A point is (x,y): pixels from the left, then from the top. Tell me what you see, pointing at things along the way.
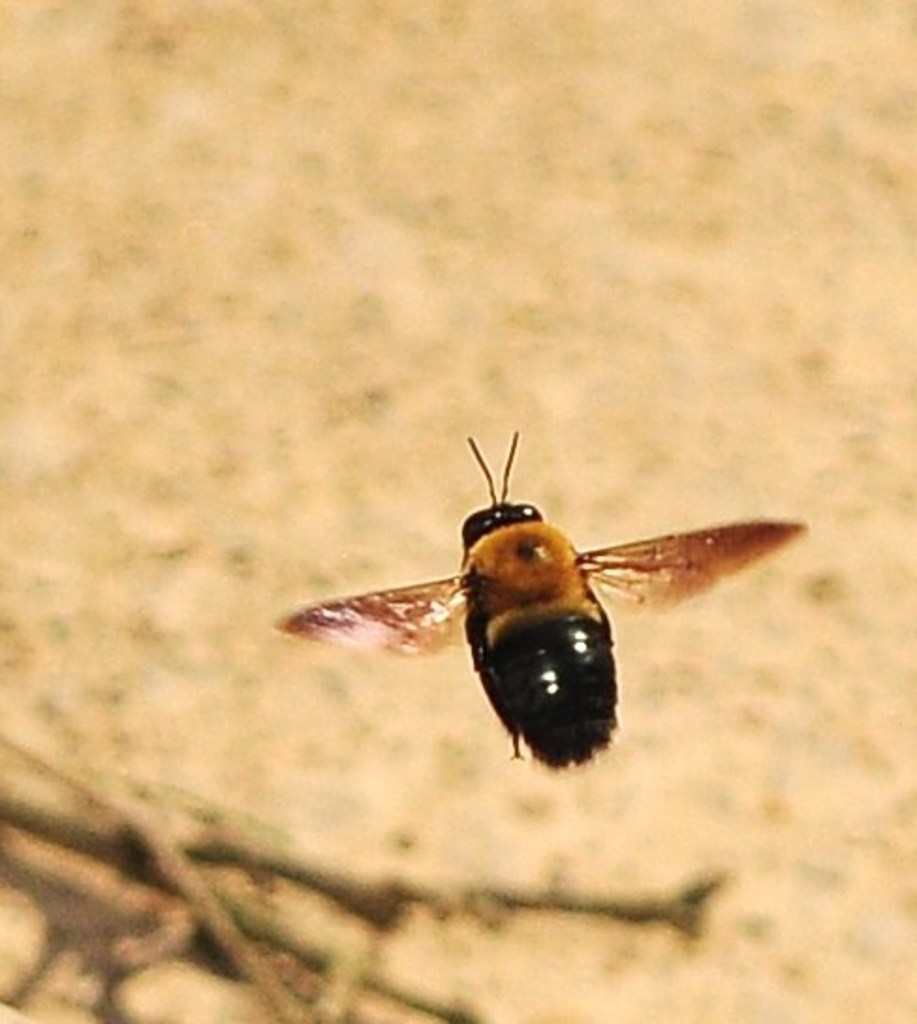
In this picture we can see an insect (483,633) and behind the insect (513,604) there is the blurred background (65,783).
